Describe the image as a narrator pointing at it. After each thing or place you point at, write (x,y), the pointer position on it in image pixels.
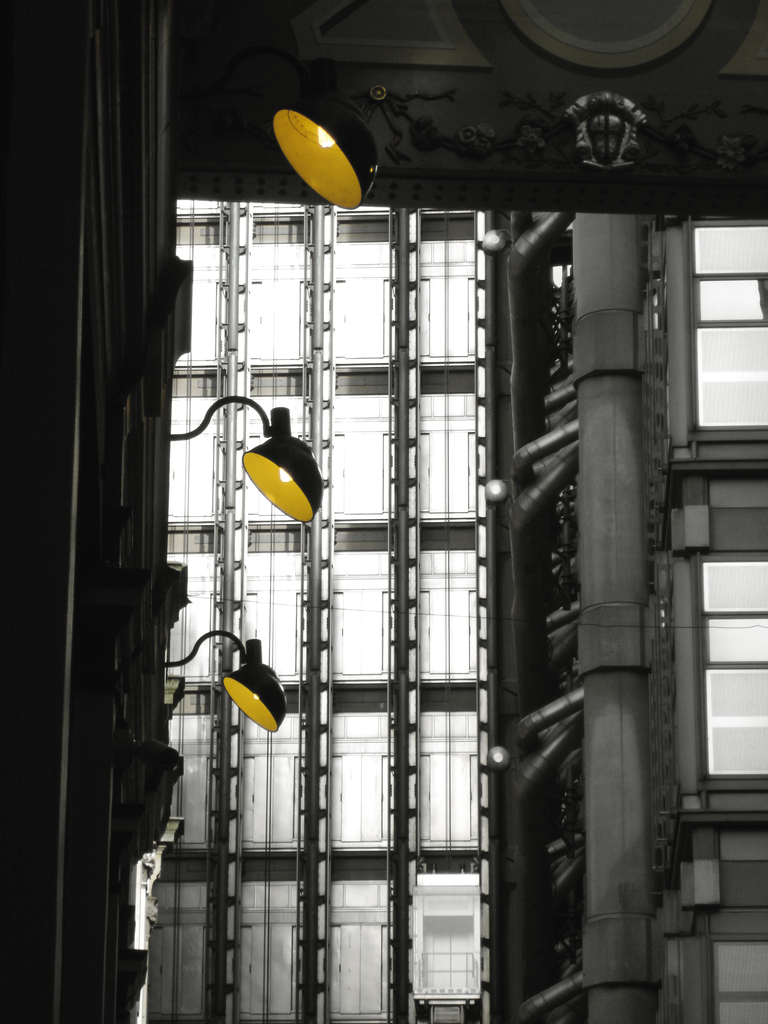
In this image we can see group of lights (324,152), buildings (447,655) and poles (595,656).
